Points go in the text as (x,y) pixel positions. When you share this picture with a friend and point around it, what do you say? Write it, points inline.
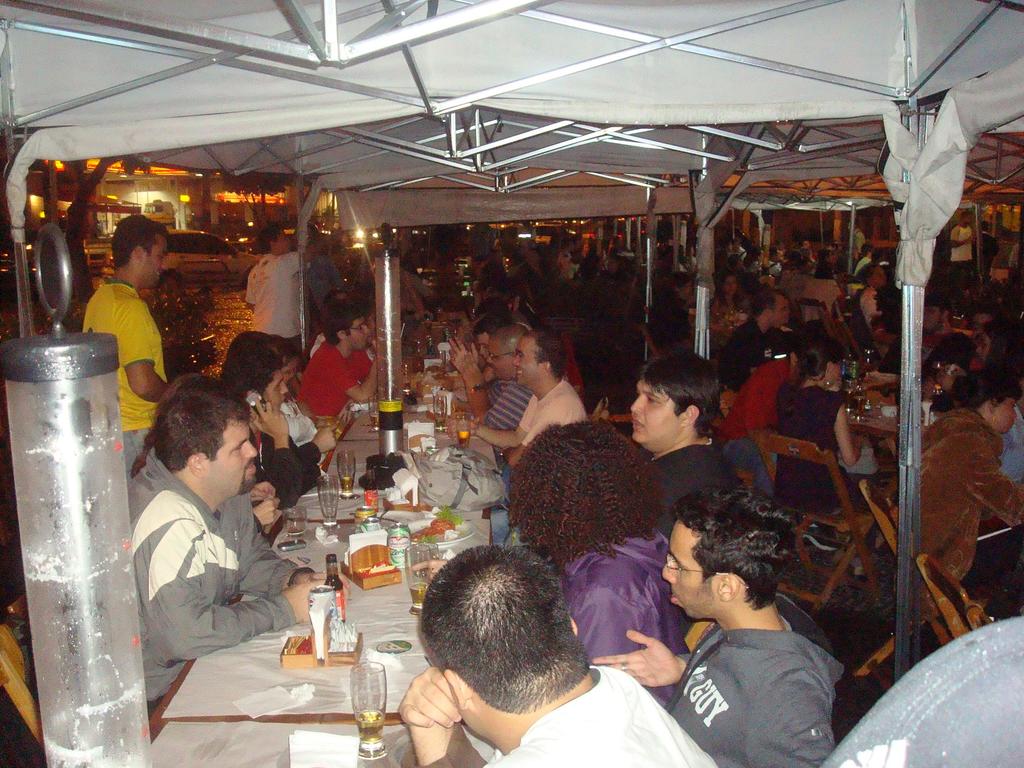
In this image we can see a group of people (485,408) sitting on the chairs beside the tables (395,622) containing some glasses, tins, tissue papers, bags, devices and some objects (459,540) which are placed on them. We can also see some people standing and a roof (20,225) with some metal poles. On the backside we can see some cars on the ground (211,355) and a building (253,226).
